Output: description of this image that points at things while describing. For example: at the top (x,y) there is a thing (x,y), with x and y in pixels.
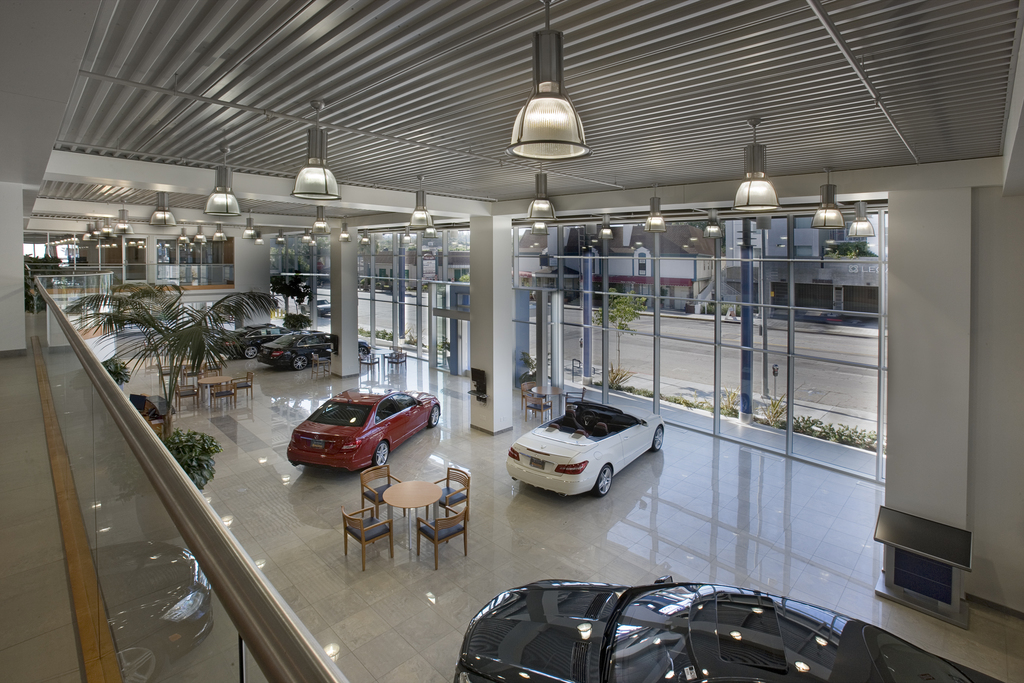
In this picture we can observe some cars (605,469). We can observe red, white and black color cars (533,452). There is a table (408,491) around which there are some chairs (387,523). We can observe some plants (171,349) and a tree (139,292) here. On the left side (181,537) there is a glass railing (91,372). We can observe some lights (229,200) hanging from the ceiling (582,186). In the background (643,358) there is a road (664,345) and we can observe some buildings (665,265).
